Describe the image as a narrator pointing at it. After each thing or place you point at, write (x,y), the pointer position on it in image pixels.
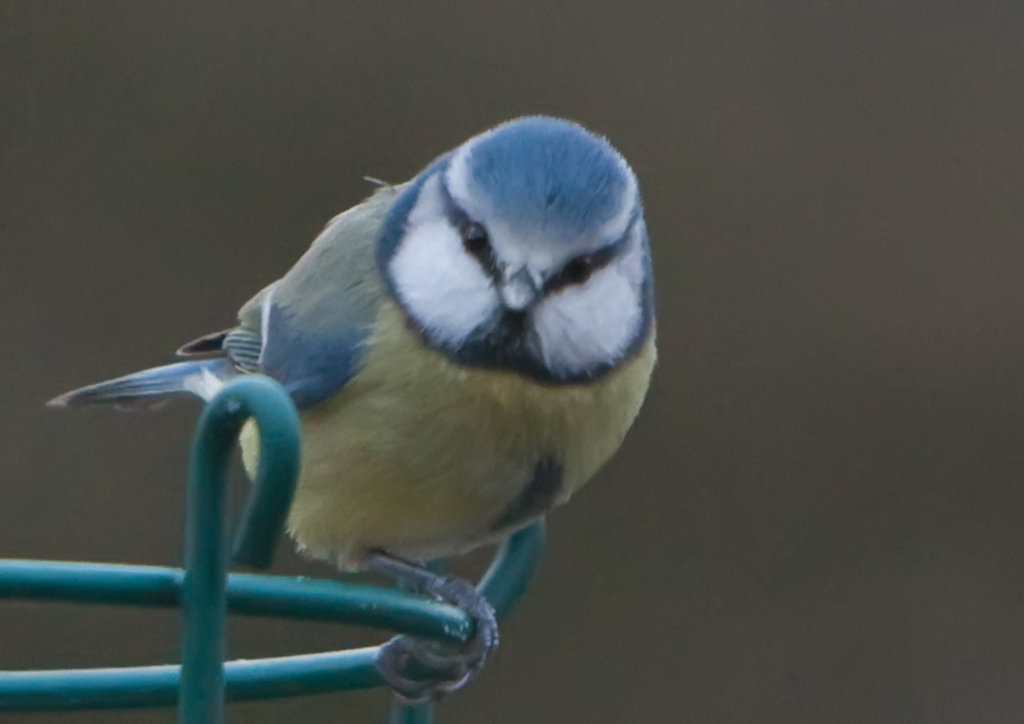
In this image there is a bird (380,358).
